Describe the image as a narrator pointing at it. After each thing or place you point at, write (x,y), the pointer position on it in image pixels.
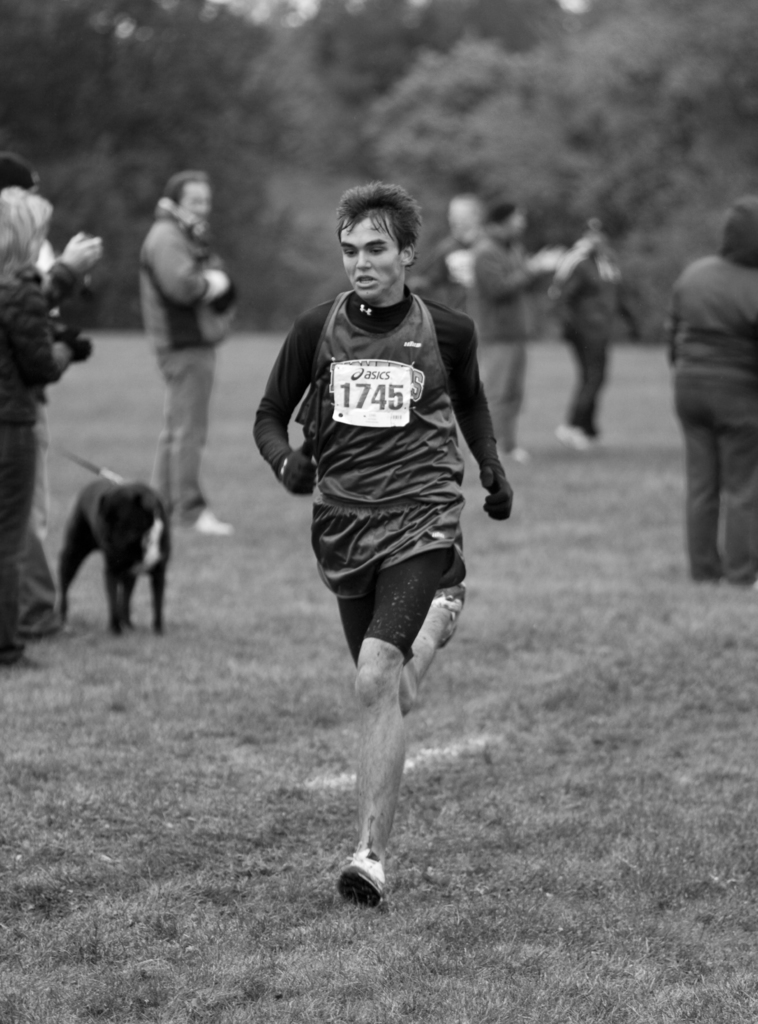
In this picture we can see a man (314,515) running and at back of him we can see some people (510,240) clapping hands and someone is holding dog (123,523) and in the background (151,124) we can see trees (181,156).
